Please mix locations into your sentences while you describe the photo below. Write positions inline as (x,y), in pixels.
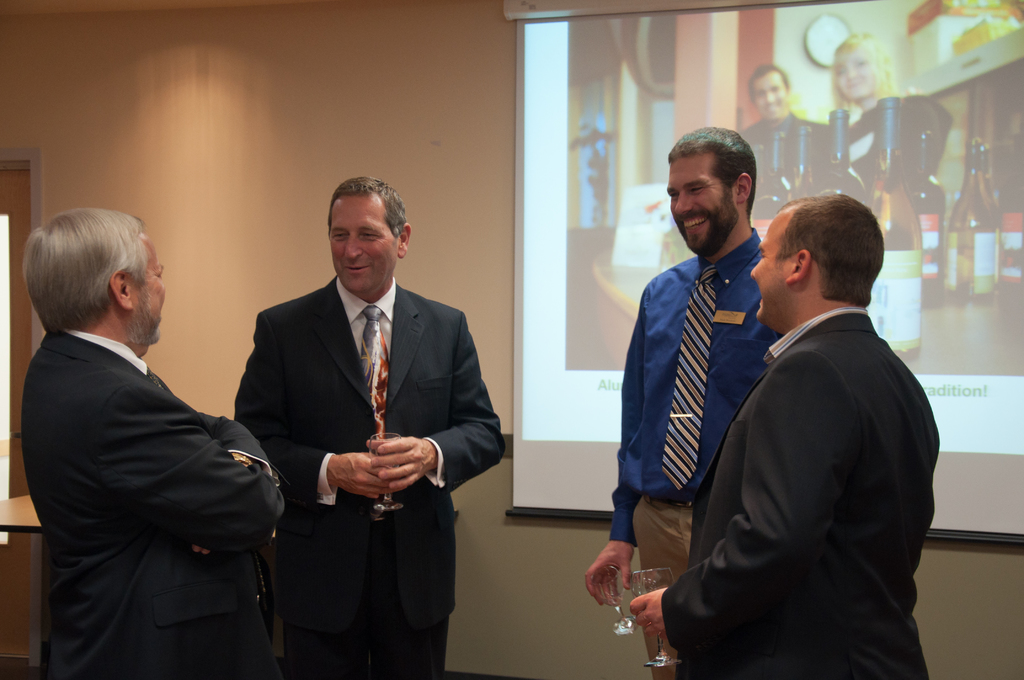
In this picture I can see few people (363,560) standing and holding glasses (635,589) in their hands (388,464) and I can see a projector screen (977,121) displaying a picture (948,176) and text (970,384) at the bottom of the picture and I can see couple of them standing and few wine bottles (1006,238) on the table (1018,315) and i can see clock (821,57) on the wall (789,38).
